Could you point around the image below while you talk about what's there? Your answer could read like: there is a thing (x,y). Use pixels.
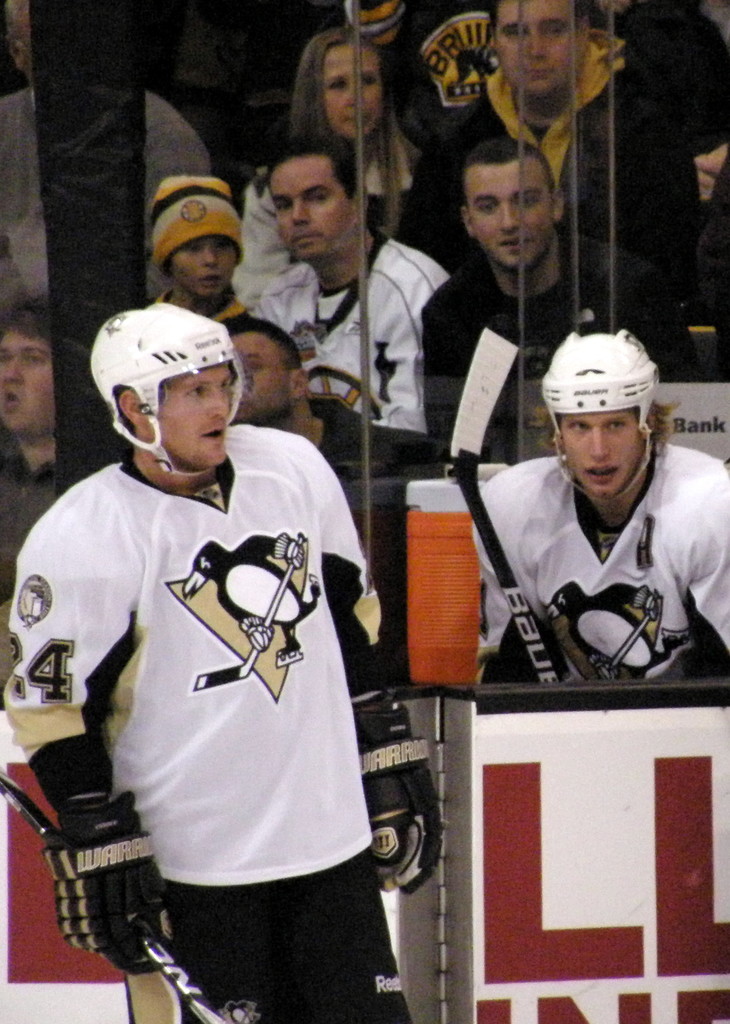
In this image we can see some people (378,297) and other objects (365,368). At the bottom of the image (419,957) there is a name board (549,917), person (194,814) and an object (404,878).
